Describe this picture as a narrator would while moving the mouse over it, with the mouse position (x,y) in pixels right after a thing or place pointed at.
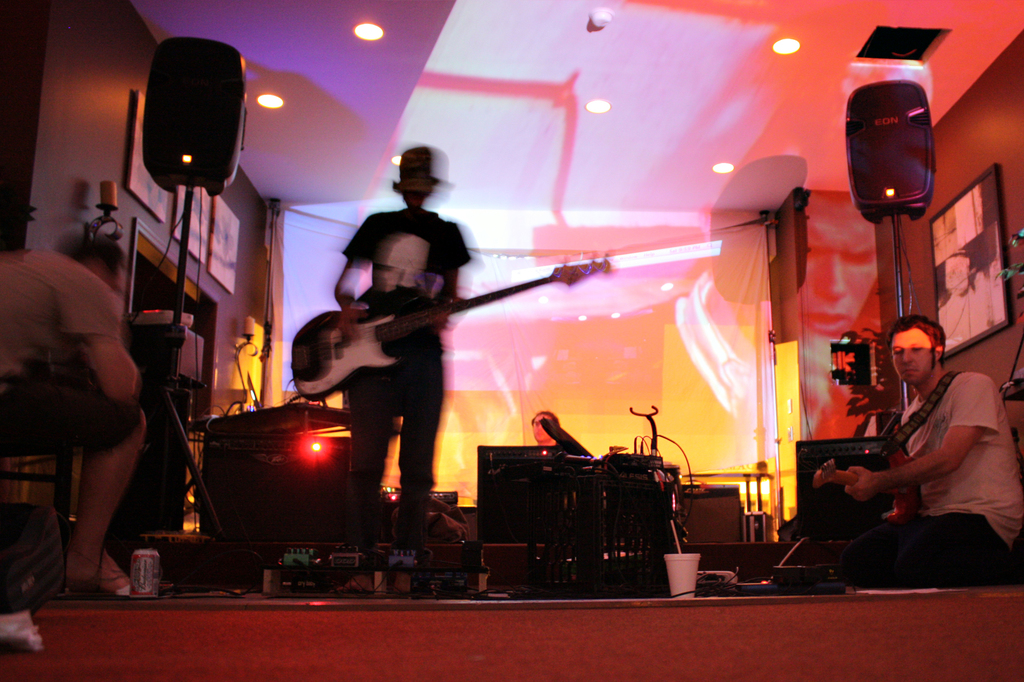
In this image I can see three people (426,237) are on the stage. From them one person (395,289) is standing and holding the guitar (378,322). At the right (956,247) I can see a board (937,269) attached to the wall (914,262). There is tin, cup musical instrument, sound system (866,148) are on the stage (723,539). At the back (647,259) there is a banner (688,253) and the lights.
